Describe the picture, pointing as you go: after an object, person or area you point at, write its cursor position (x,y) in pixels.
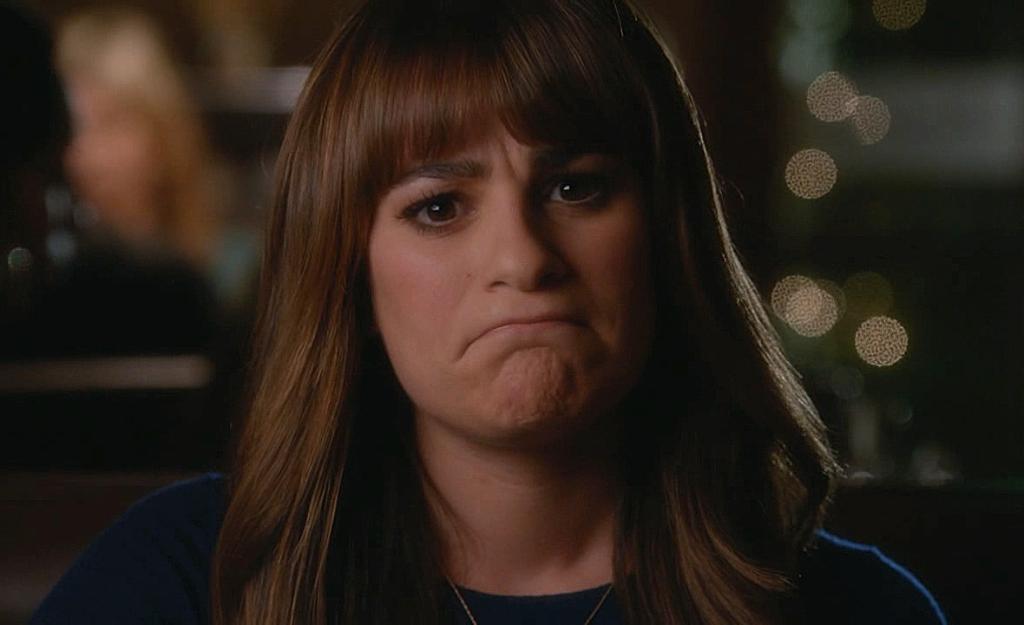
In this image I can see a woman (533,353). The background of the image (200,200) is blurred.
